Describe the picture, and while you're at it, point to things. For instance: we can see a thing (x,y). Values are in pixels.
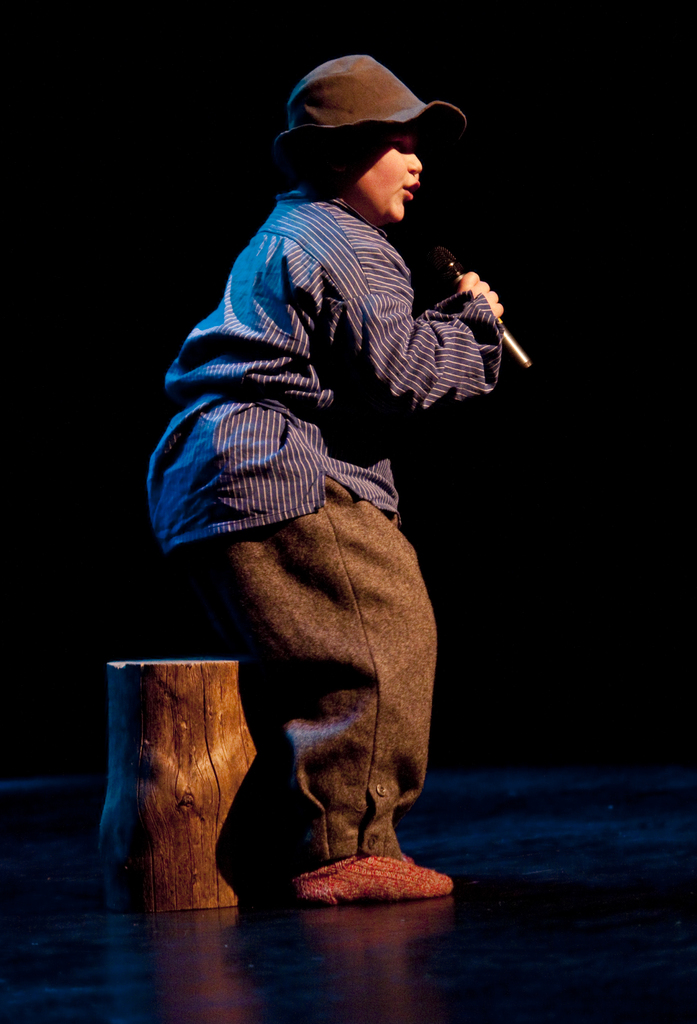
I can see a boy (256,437) holding a mike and singing a song. He is wearing a hat (328,122). And I think this is a wood stool (192,762) to sit.
